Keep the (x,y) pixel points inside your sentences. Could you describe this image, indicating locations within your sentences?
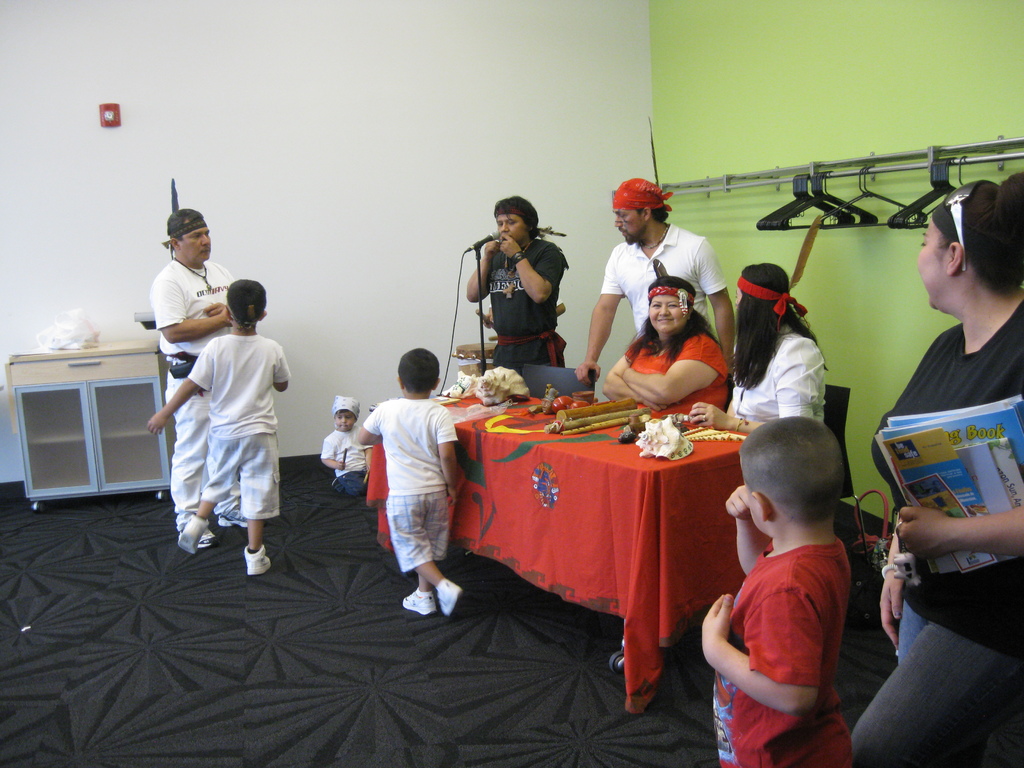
The image is taken inside a room (538,670). There is a table (591,506). There are two ladies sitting on a chair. On the right side of the image (955,691) there is a lady (884,416) holding books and a boy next to her. On the left side (199,308) there is a man (208,532) and a boy (267,570). In the background (76,462) there is a desk (161,356) and a wall (312,185) and some hangers (950,167) attached to the wall (883,101).
